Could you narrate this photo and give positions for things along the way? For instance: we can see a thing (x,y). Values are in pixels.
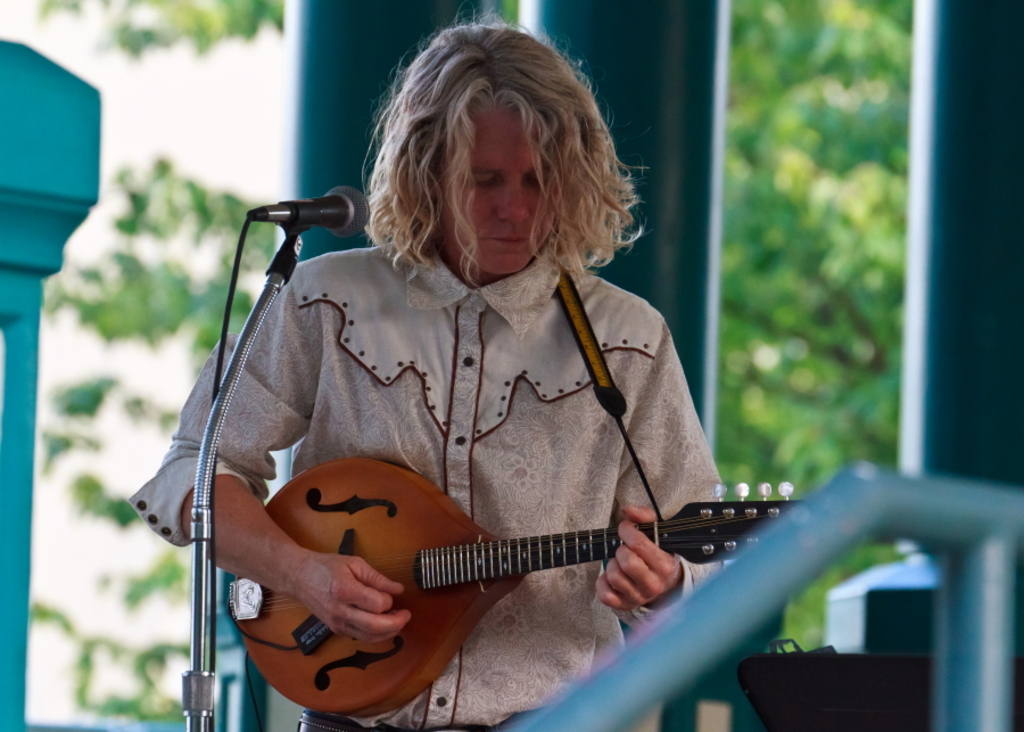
In this image there is a woman (558,351) standing and playing a mandolin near the microphone (248,217), and in the background (802,230) there are trees (858,205) and building (703,29).
